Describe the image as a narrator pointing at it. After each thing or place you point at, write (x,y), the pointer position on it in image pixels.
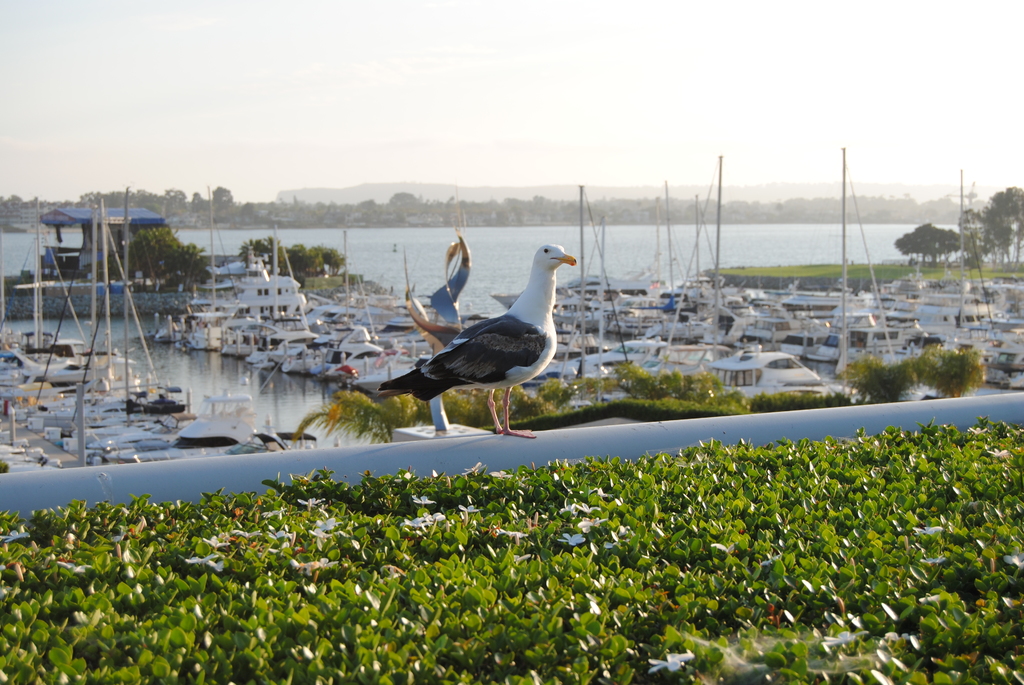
In this picture I can see few plants (396,525) in front (446,675) and I can see a bird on the white color thing (57,484). In the middle of this picture (382,263) I can see the water (609,256), on which there are number of boats (274,298) and I can see number of trees (158,234). In the background (189,156) I can see the sky (327,83).
